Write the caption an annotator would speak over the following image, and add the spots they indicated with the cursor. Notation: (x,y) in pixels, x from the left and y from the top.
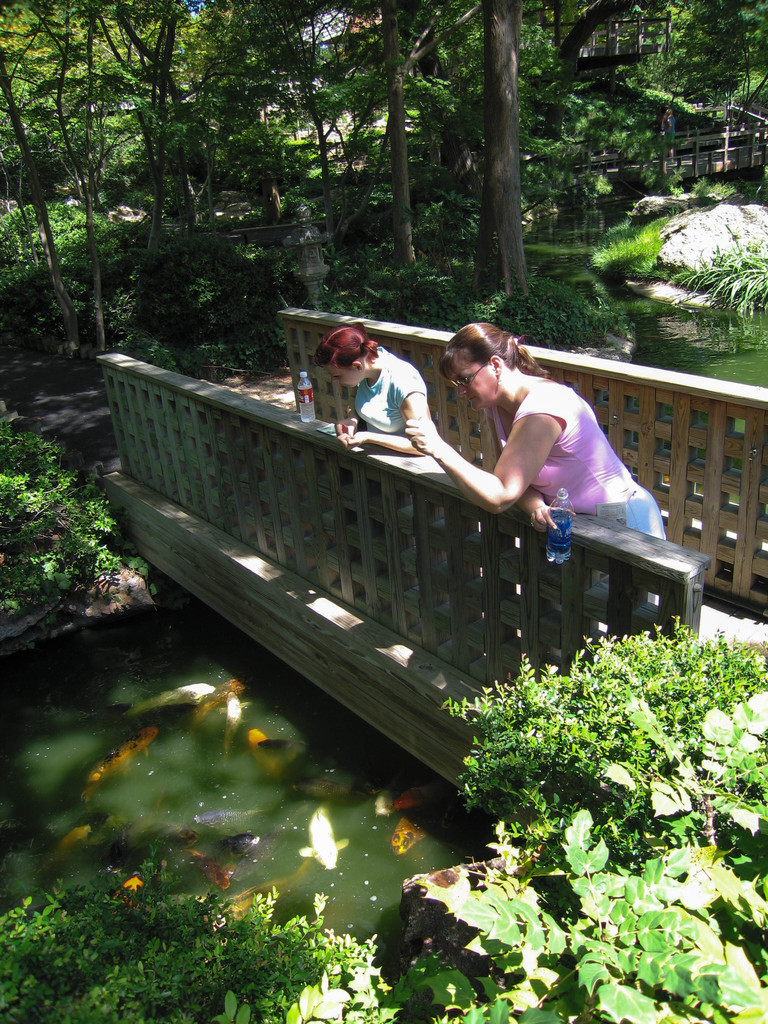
In the center of the image (412,633) we can see a bridge (686,530) with fences (625,549). On the bridge (635,556), we can see one water bottle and two persons (523,462) are standing. Among them, we can see one person (574,487) is holding a bottle (560,505). Below the bridge (329,664), we can see water (291,858). In the water (134,825), we can see the fish (186,700). At the bottom of the image (698,975), we can see plants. In the background (218,63), we can see trees (324,187), rocks (709,241), water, plants (703,186), grass (712,279) and a wooden bridge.
